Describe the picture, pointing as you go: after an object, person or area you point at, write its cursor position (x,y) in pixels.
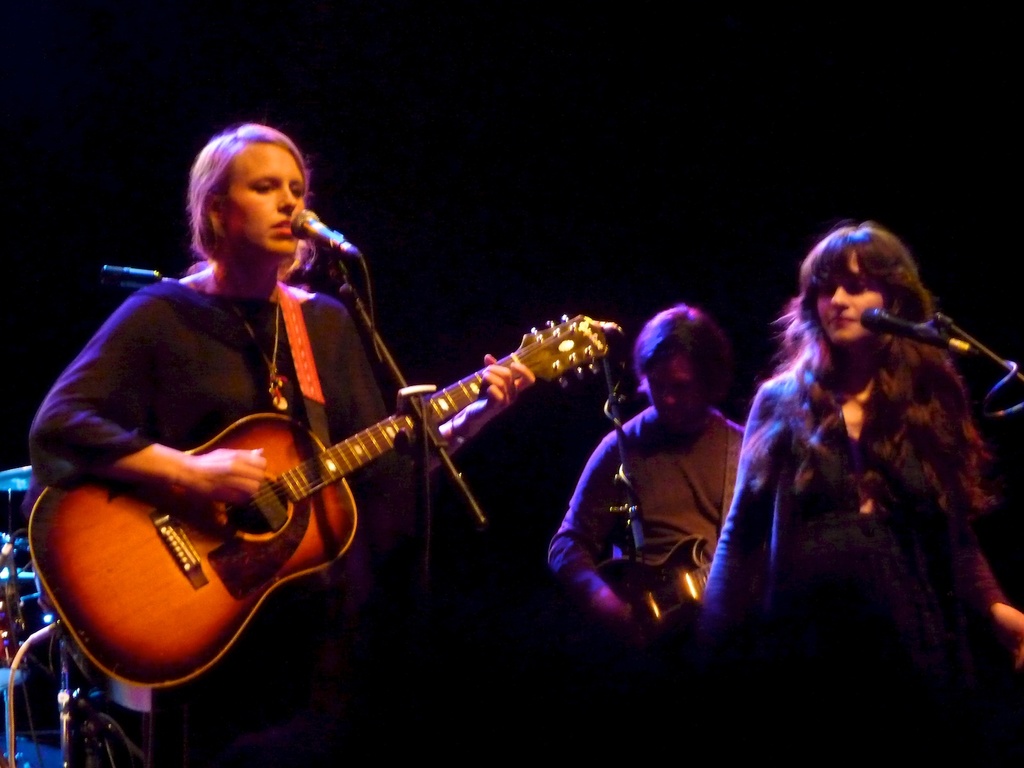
In this picture at the left corner (180,314) one woman (243,241) is standing and playing a guitar (325,463) in front of a microphone (335,232) where at the right corner (888,278) two people (880,355) are standing one man (645,549) is playing a guitar (669,591) and a woman (941,566) is standing in a black dress (922,510).
